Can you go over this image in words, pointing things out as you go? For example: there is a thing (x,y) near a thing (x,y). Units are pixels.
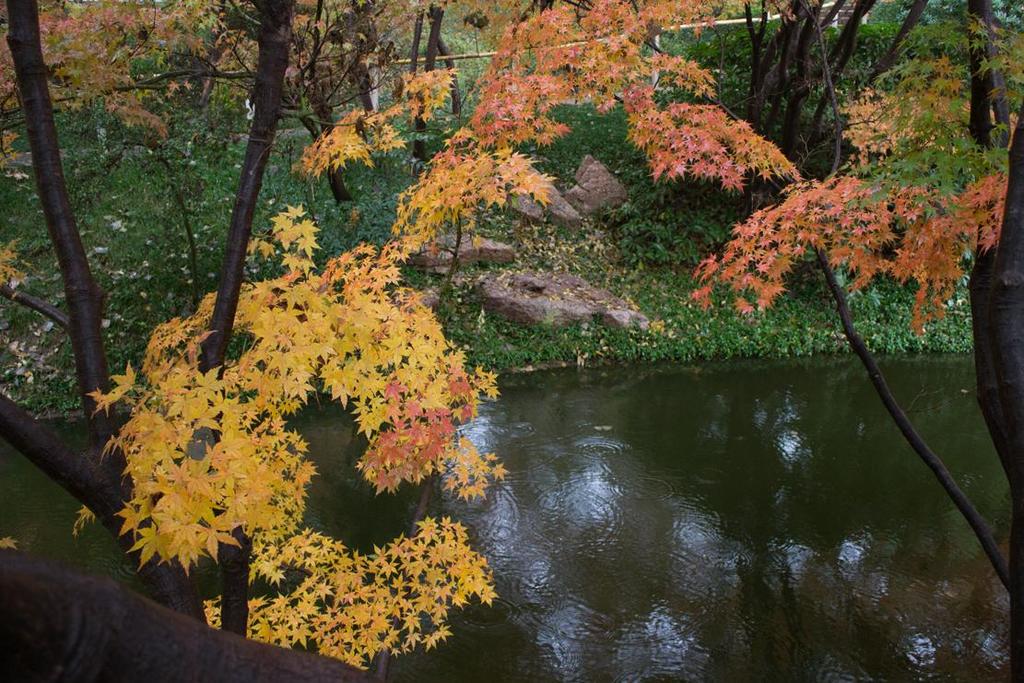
In this image we can see few trees (283,427), grass (179,261), water (637,431), stones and the railing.
